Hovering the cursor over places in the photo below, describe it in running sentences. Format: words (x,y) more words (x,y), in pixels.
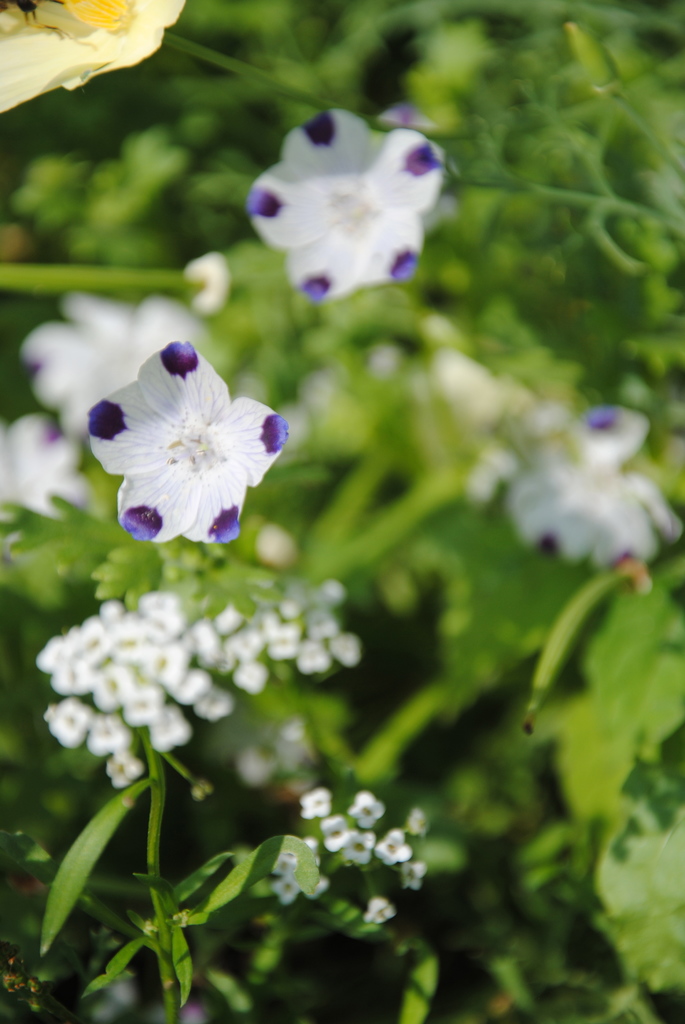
In this image there are plants (242,429). There are leaves (598,740) and flowers (176,471) to the plants (296,173). The background (228,211) is blurry.
